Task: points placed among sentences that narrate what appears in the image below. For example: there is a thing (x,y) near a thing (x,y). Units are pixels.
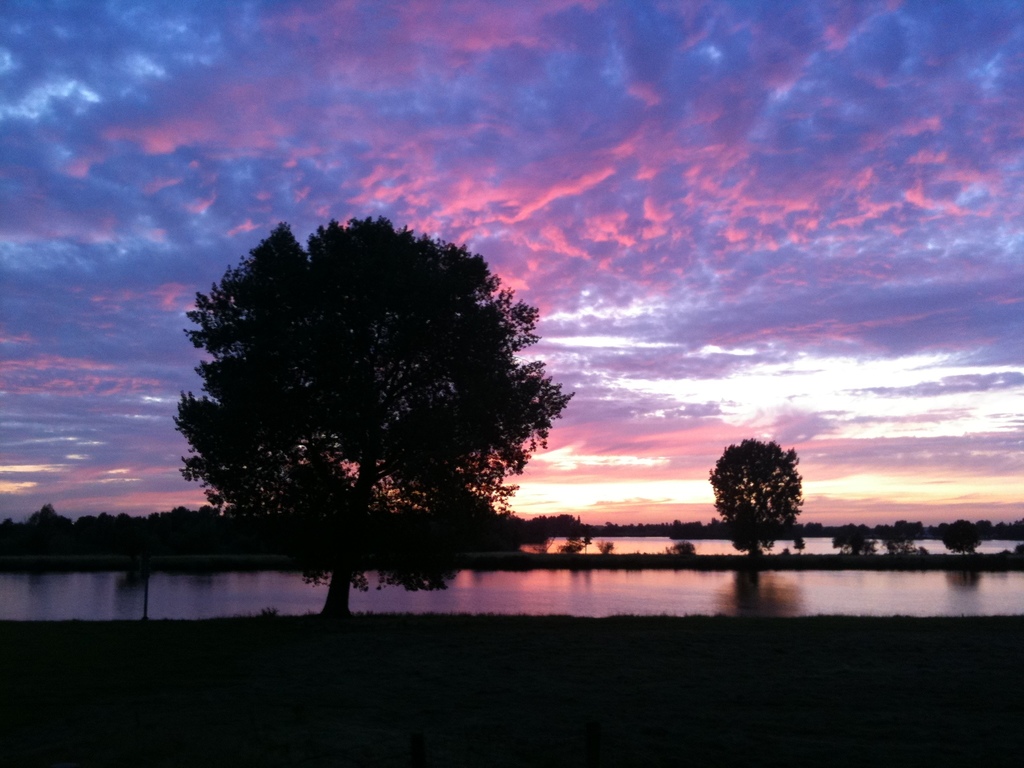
In this image we can see few trees (462,461), water (698,547) and the sky (589,266) in the background (433,157).
